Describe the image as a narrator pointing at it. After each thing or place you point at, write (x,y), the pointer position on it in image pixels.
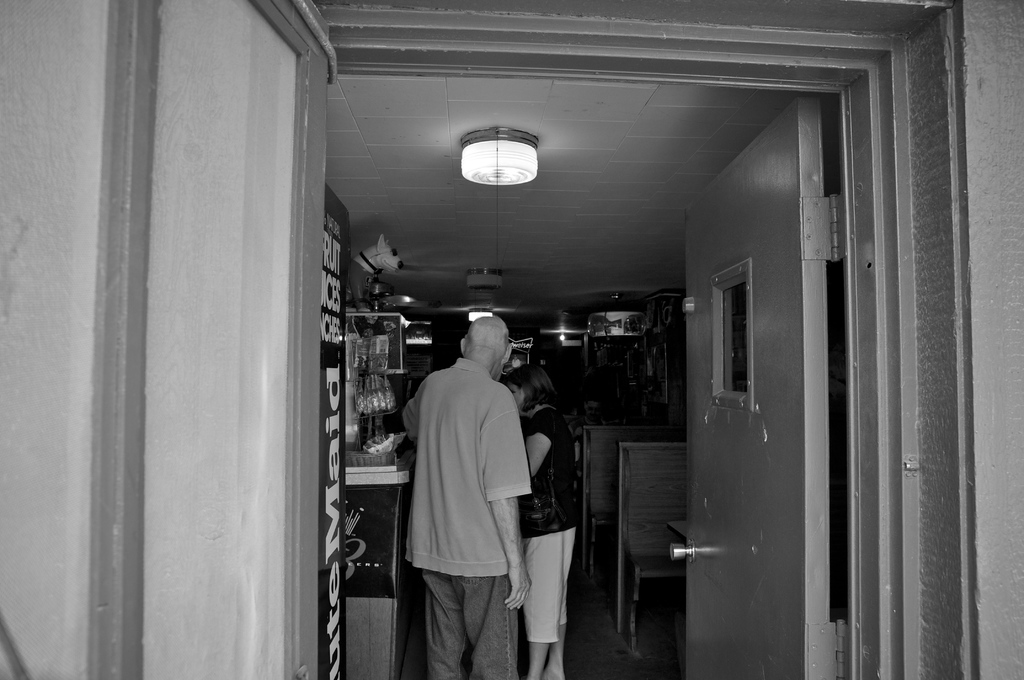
This is a black and white image. I can see two people (455,475) standing in a room (405,519). This is a door (717,571) with a door handle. At the top of the image (466,138), I can see the lamps (487,274) attached to the ceiling (479,115). On the right side of the image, there are benches (635,476). I can see few other objects (350,336) in the room (460,313). On the left side of the image (37,285), there is the wall (219,173).
